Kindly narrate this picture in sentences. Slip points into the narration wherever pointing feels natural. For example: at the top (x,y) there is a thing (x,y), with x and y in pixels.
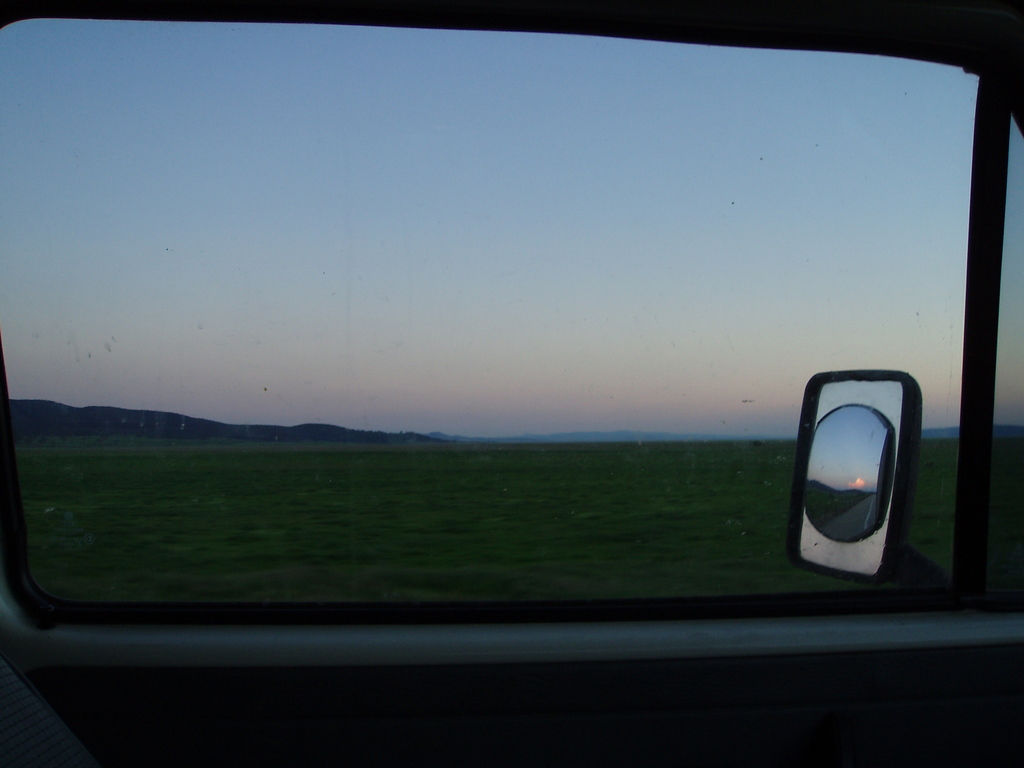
In this image I can see a window (693,527) and a mirror (816,409) in the front (857,382). On the mirror (815,464) I can see the reflection (850,448) of a road (839,518), of the sky (855,429) and of the sun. In the background (538,443) I can see an open grass ground (703,461), mountains (135,429) and the sky (316,252).
